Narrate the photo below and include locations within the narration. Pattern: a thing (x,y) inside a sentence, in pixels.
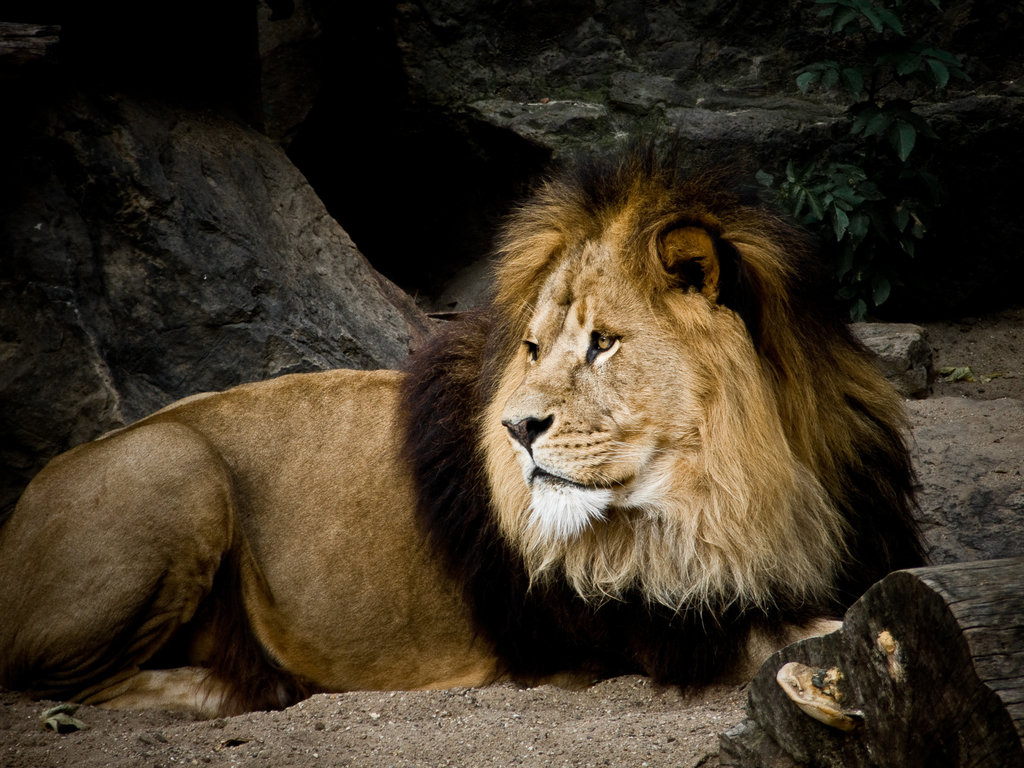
In this image there is a lion (498,398), rocks (46,280), leaves (877,11) and objects (880,629).
